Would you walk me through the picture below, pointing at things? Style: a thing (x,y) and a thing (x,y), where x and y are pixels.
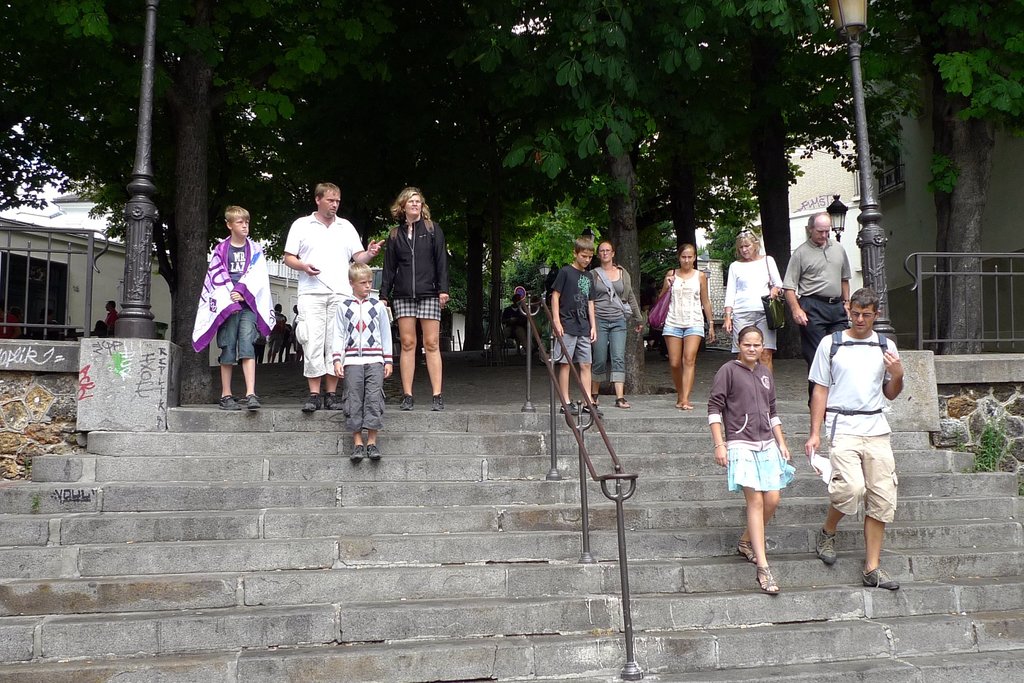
This picture shows few people (597,304) getting down the stairs (872,625) and we see a man (848,386) wore a backpack (840,344) on his back (880,374) and few women (753,266) wore bags (660,304) and we see trees (771,125) and couple of pole lights (152,76) and buildings (65,214).
